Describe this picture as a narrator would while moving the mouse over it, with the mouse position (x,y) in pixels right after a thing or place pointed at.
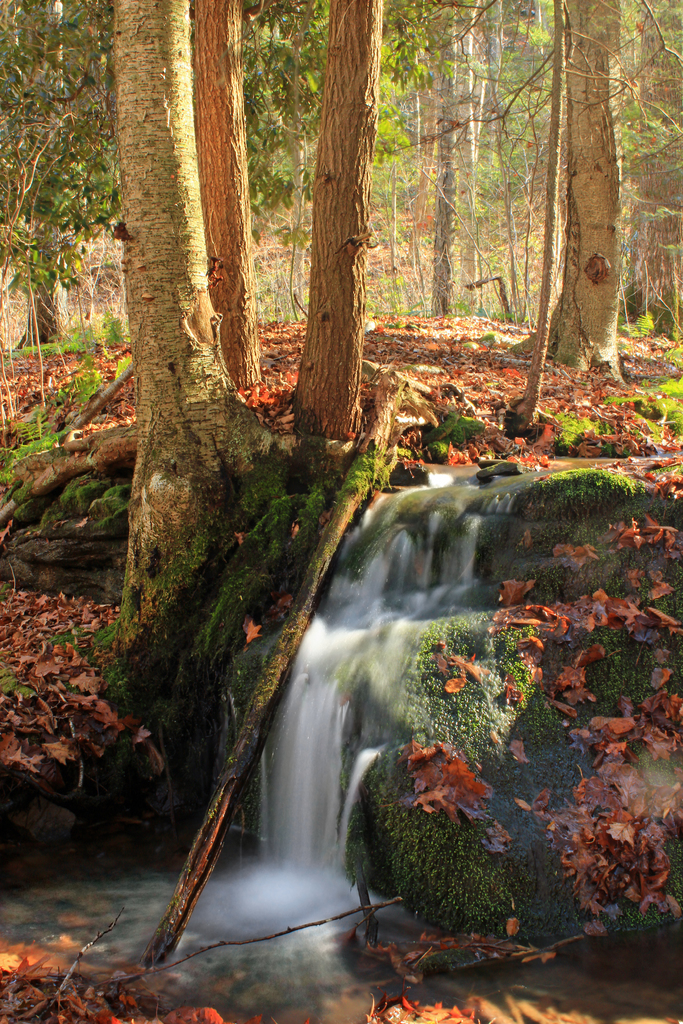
This picture is clicked outside. In the foreground (364,979) we can see a water body (381,920) and a waterfall (427,575). In the background (530,303) we can see the trees (485,268) and some other items (666,350).
